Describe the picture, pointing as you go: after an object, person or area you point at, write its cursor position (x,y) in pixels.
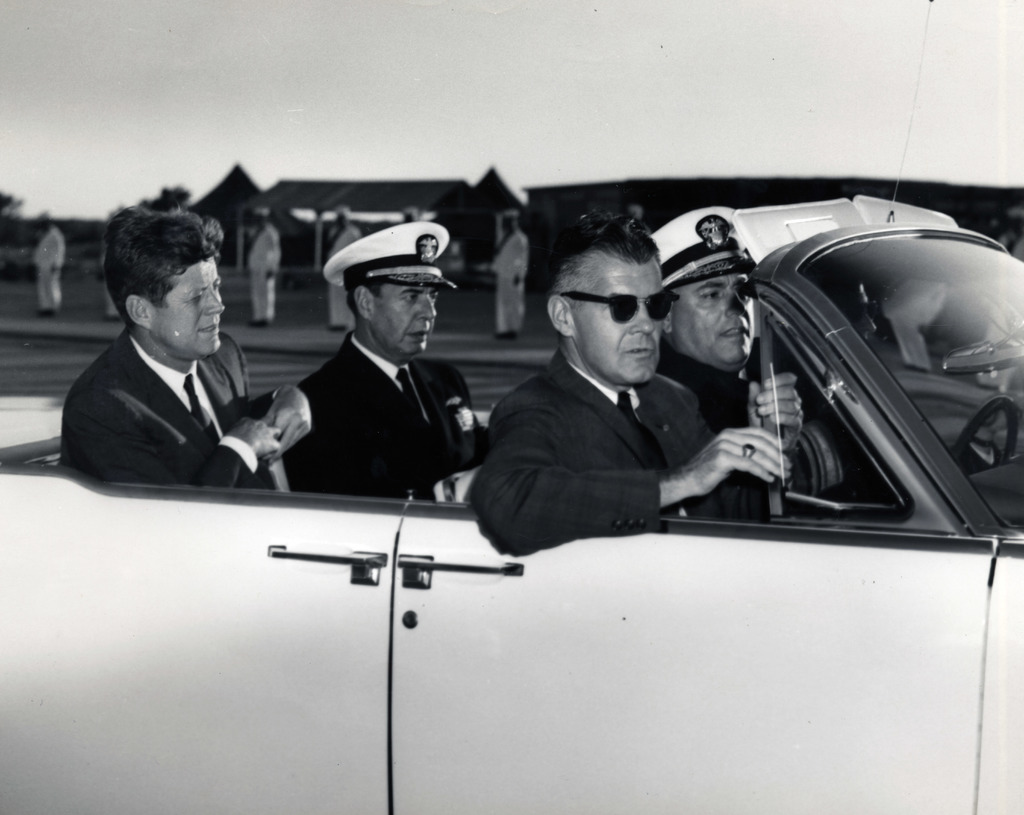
In a car (611,633) there are four men (283,406) sitting. To the right side of the car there are two men (417,362) with white color cap (429,246) on their head (730,346). And behind them there are some people (59,272) standing with white color dress (268,283). In the background (259,200) there are some huts (571,195).
